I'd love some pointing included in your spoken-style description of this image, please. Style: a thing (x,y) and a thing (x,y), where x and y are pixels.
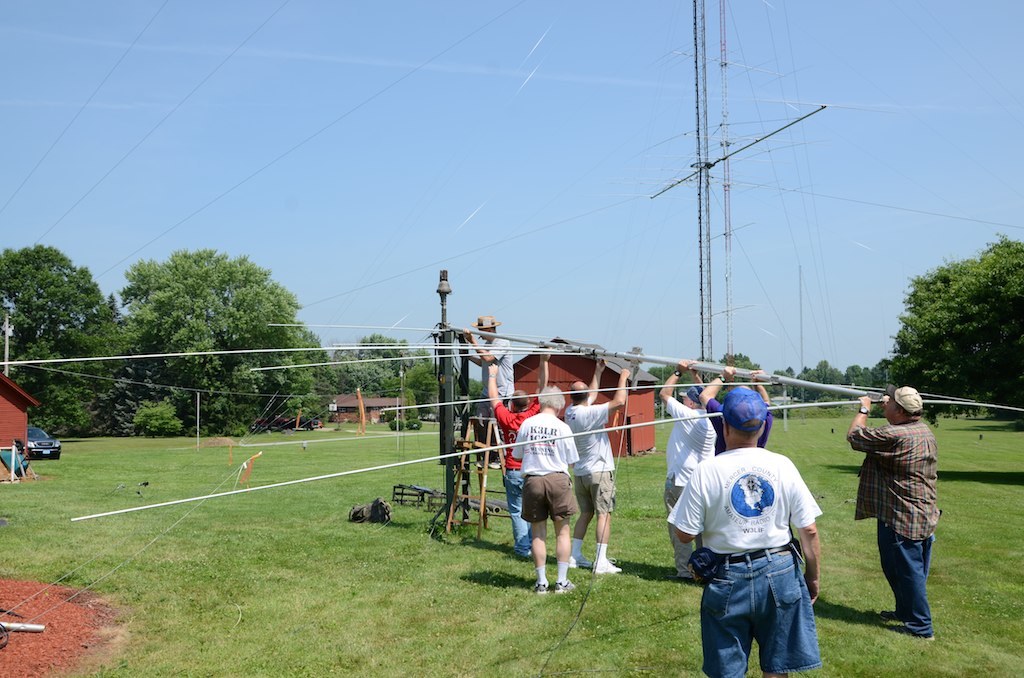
In this image few persons (558,482) are standing and holding the rods (538,344). A person (479,443) is standing on the ladder (486,465) and holding a pole (463,339). A person (757,483) wearing a white shirt (751,509) is having a cap (735,395). A person (906,449) wearing a cap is standing on the grass land (47,527). Left side (37,445) there is a house (19,416) beside there is a car (54,450) on the grassland (287,457). Middle of image (366,410) there is a house (370,420) and few plants (409,417) are on the grassland (345,435). Background (175,282) there are few trees (241,330). Top of image (491,194) there is sky (474,173). There are few poles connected with wires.
